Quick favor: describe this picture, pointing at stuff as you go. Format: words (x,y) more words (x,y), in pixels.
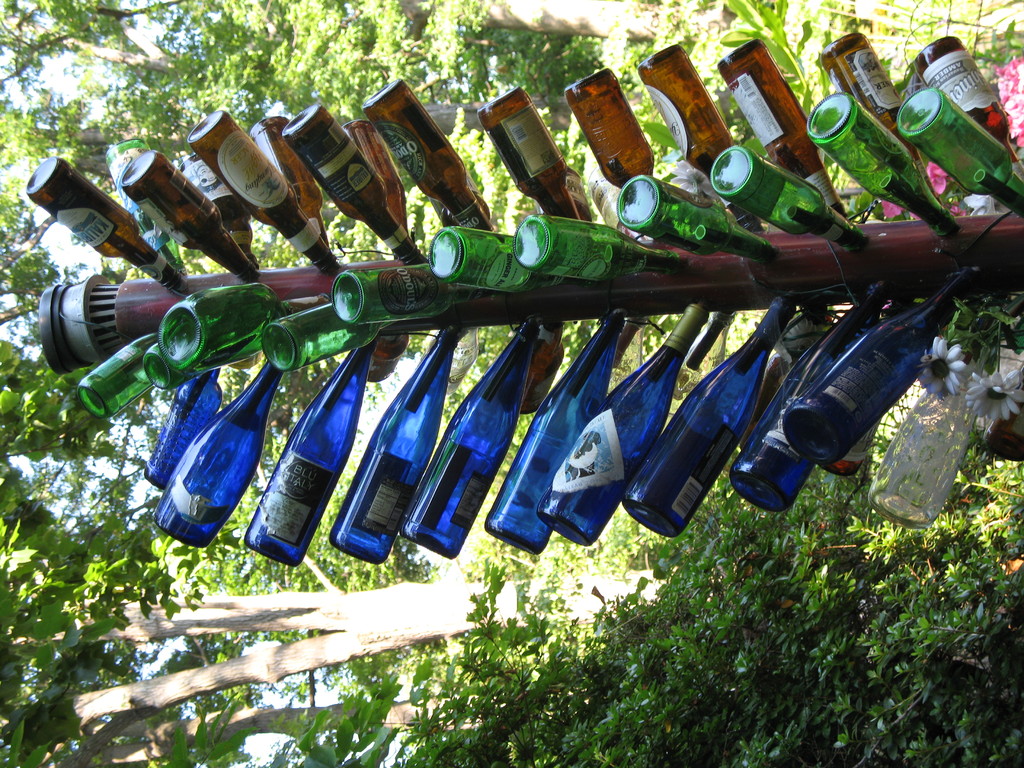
In this picture we can see a big pipeline (497,299) to that pipeline (971,216) some bottles (718,236) are fixed and back side we can see a trees (462,397).
